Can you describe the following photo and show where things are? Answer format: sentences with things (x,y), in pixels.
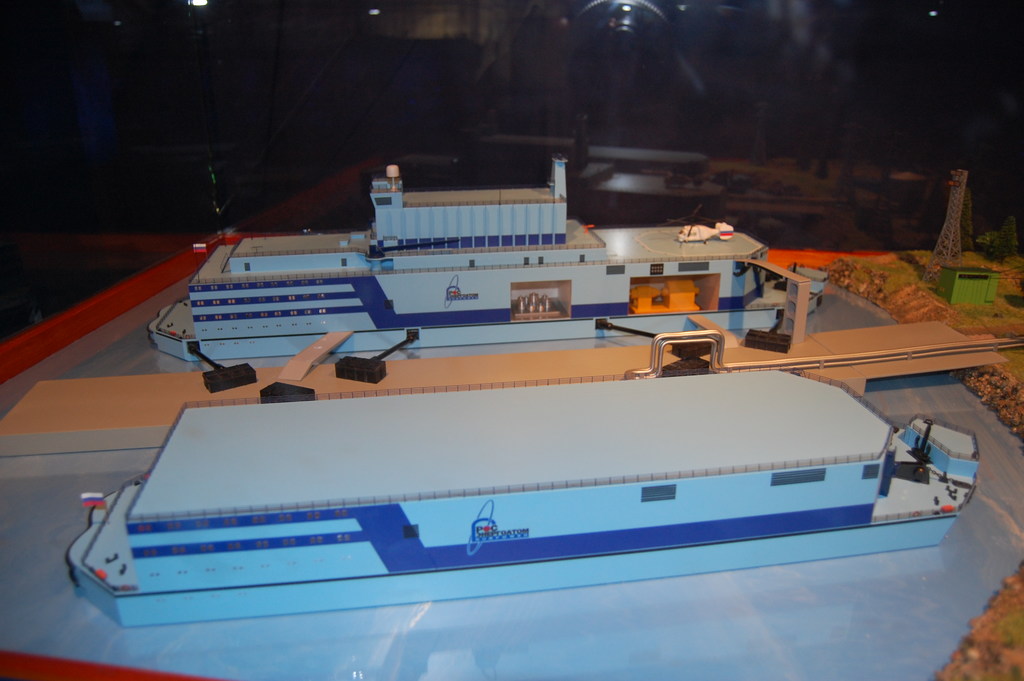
In this image I can see few blue colour things (483,243) and on these I can see something is written. I can also see this image is little bit in dark from background (224,6).
